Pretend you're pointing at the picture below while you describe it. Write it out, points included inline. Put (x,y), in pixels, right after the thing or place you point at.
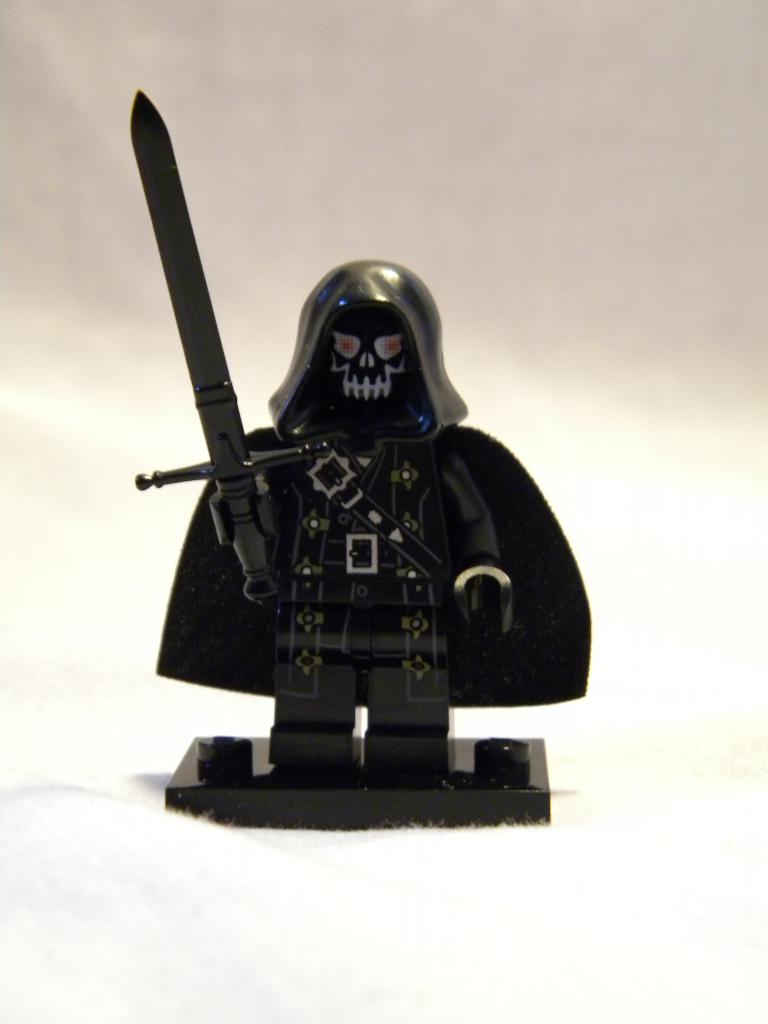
In this picture we can see a toy (319,795) on the white surface (209,1012). In the background of the image (530,203) it is white and grey color.
